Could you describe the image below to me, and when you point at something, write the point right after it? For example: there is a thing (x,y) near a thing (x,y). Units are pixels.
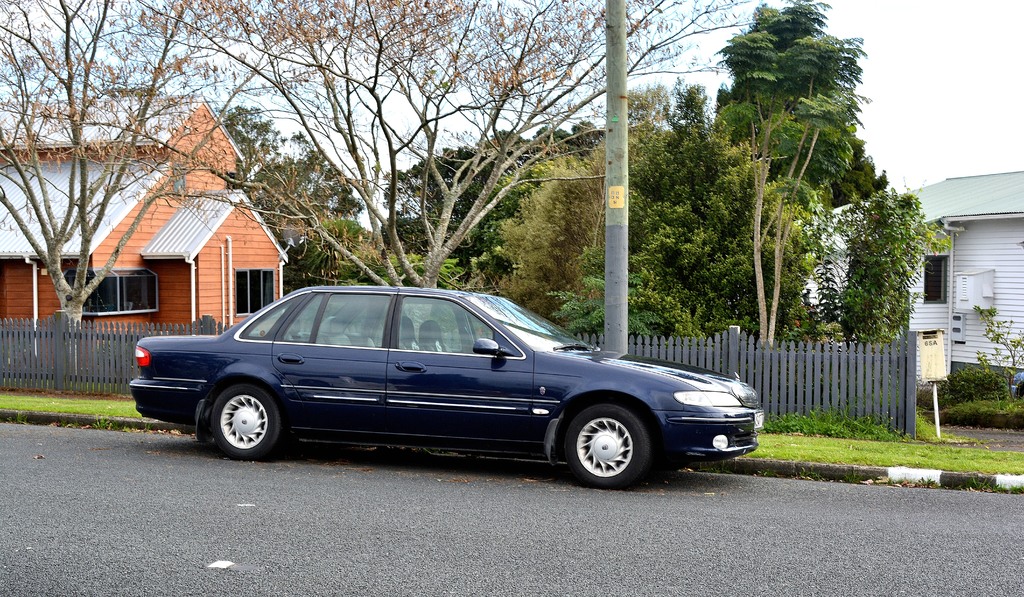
In the picture there is a road (312,449), on the road (383,455) there is a car (455,382) present, beside there is a wooden fence (67,338), there are houses (10,282), there are trees (863,255) and there is a clear sky (432,90).
